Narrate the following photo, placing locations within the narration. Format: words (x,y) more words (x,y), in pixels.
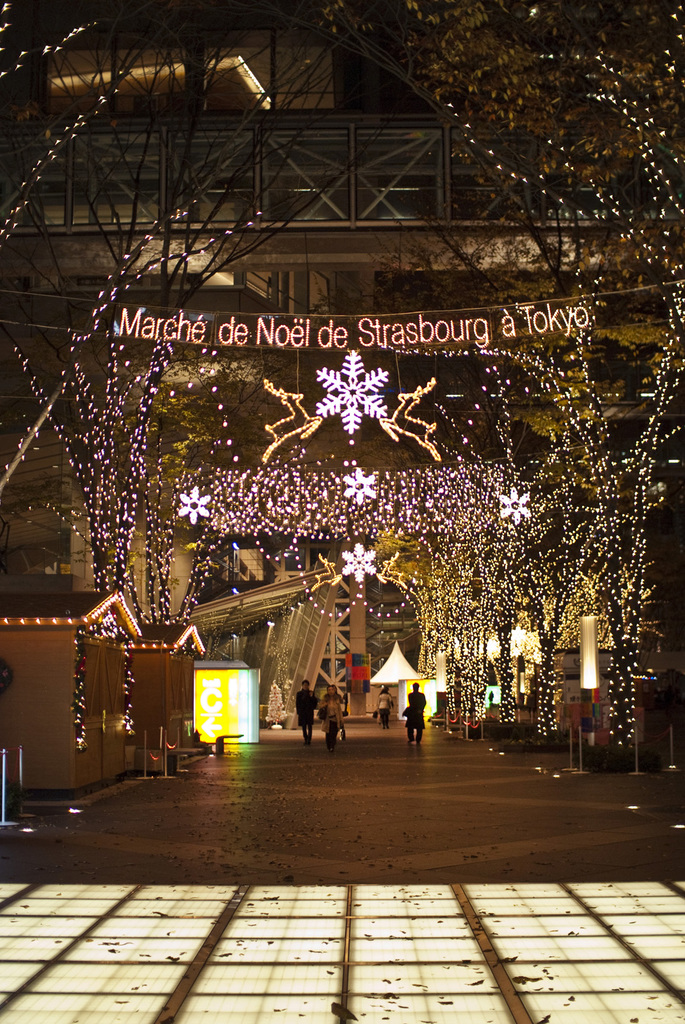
In the image I can see trees (256,440) which are decorated with string lights (165,569). I can also see people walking on the ground (385,798). In the background (241,587) I can see a building (346,577), led board (504,327), lights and some other objects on the ground (389,731).
